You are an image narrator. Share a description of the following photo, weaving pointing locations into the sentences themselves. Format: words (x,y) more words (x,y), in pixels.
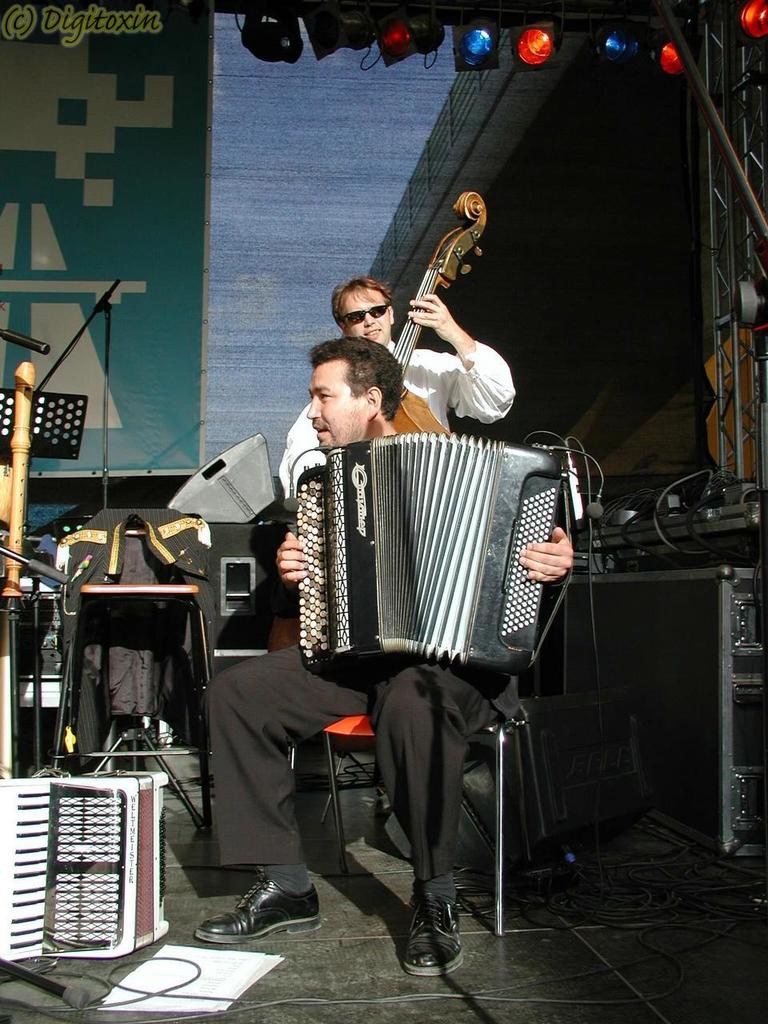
In the image we can see two men (300,556) wearing clothes (284,604) and they are holding a musical instrument (317,631) in their hands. Here we can see cable wires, papers (155,955) and other electronic devices (664,562). Here we can see disco lights (461,53), floor (675,1000) and the poster (97,291). On the top left (68,31), we can see the watermark (30,27).
